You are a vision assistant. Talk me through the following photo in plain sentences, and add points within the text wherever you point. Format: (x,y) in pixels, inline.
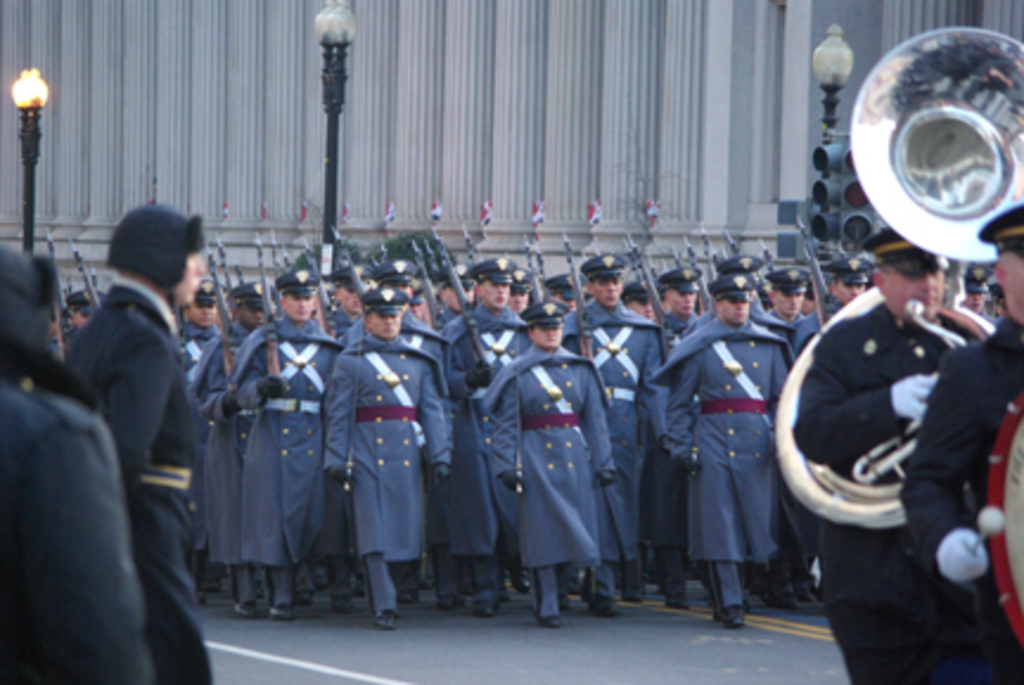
In the picture we can see a road (507,614) on it we can see many people (477,606) are walking and coming and they are in uniforms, caps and holding guns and in front of them also we can see some people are walking and they are holding musical instruments (867,141) and playing and in the background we can see some poles (820,53) with lights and behind it we can see a building wall (449,203) and near to it we can see a traffic light (836,211).
